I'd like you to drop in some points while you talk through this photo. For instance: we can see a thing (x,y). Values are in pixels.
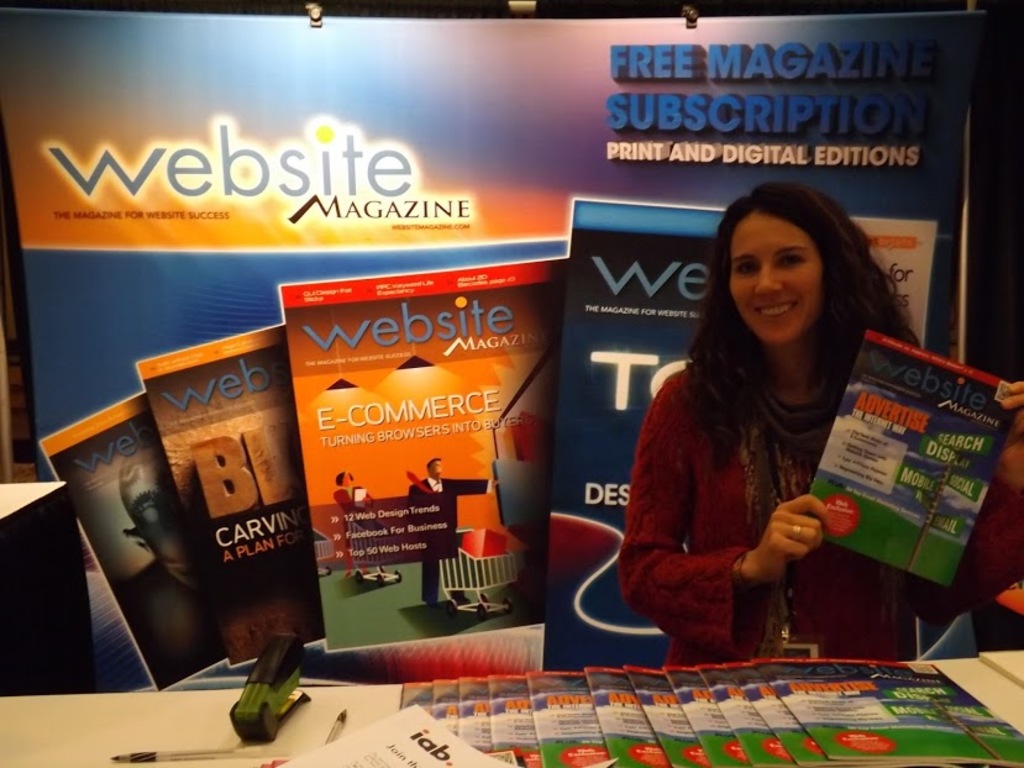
In the foreground of the image (338,745) we can see a table (221,732) on which some books (515,724) and pens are there. In the middle of the image (660,420) we can see a lady (670,420) is standing and holding a book (960,532) in her hands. On the top of the image (297,162) we can see a banner (348,182) on which some text (793,103) was written.
